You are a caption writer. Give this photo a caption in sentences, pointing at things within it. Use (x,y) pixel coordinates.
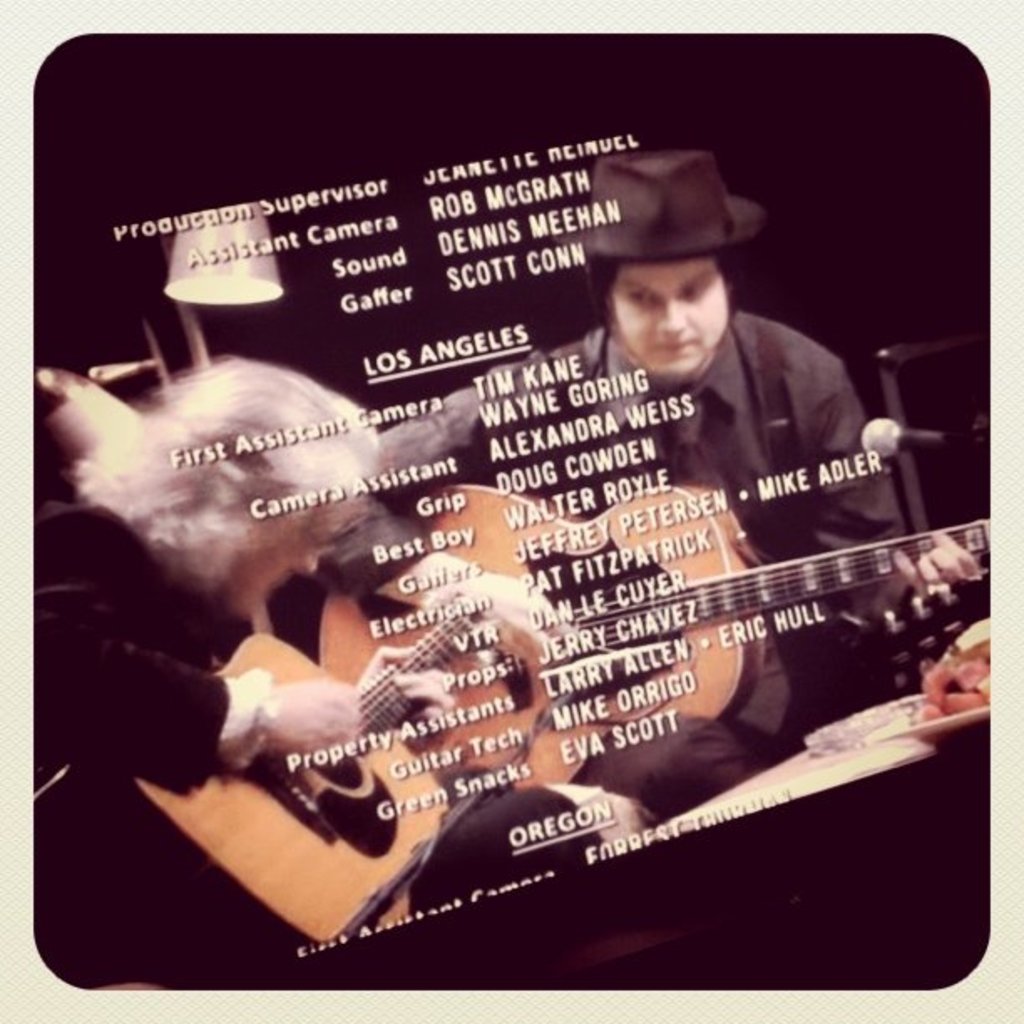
In this picture we can see two persons (779,542) playing guitars (696,522), a person (666,483) on the right side (691,450) wore a cap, we can see a microphone (881,433) here, in the background (259,238) there is a lamp (239,232), we can see some text (729,808) here.
